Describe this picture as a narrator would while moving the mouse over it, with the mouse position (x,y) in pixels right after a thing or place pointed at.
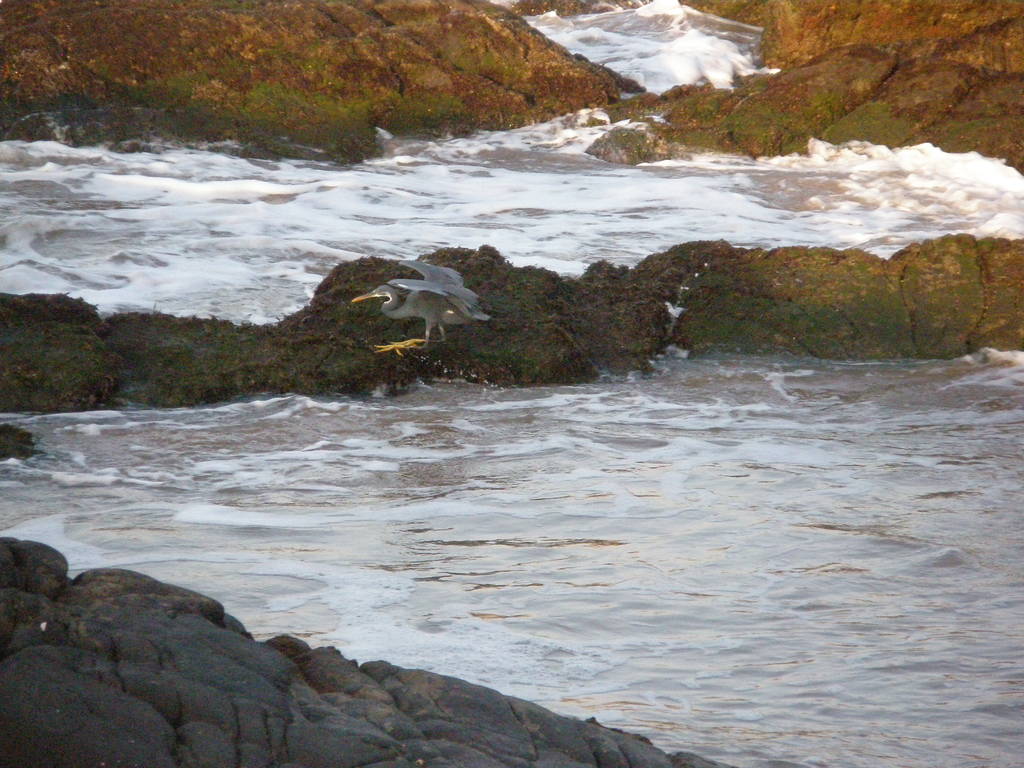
In the picture we can see a rock surface (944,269) and behind it we can see water (884,465) and behind it we can again see water (437,225) with white color tides (622,230).
